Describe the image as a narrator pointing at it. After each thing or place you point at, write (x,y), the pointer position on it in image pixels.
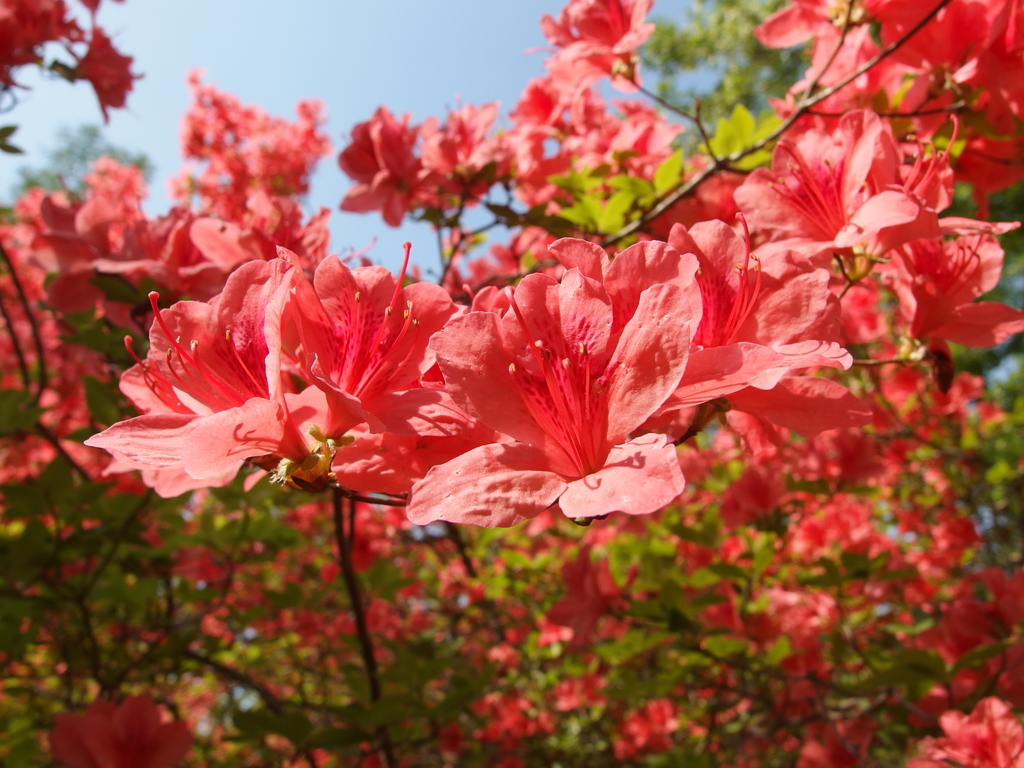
Here we can see trees (344,743) and flowers (5,352). In the background (321,196) there is sky (481,70).
